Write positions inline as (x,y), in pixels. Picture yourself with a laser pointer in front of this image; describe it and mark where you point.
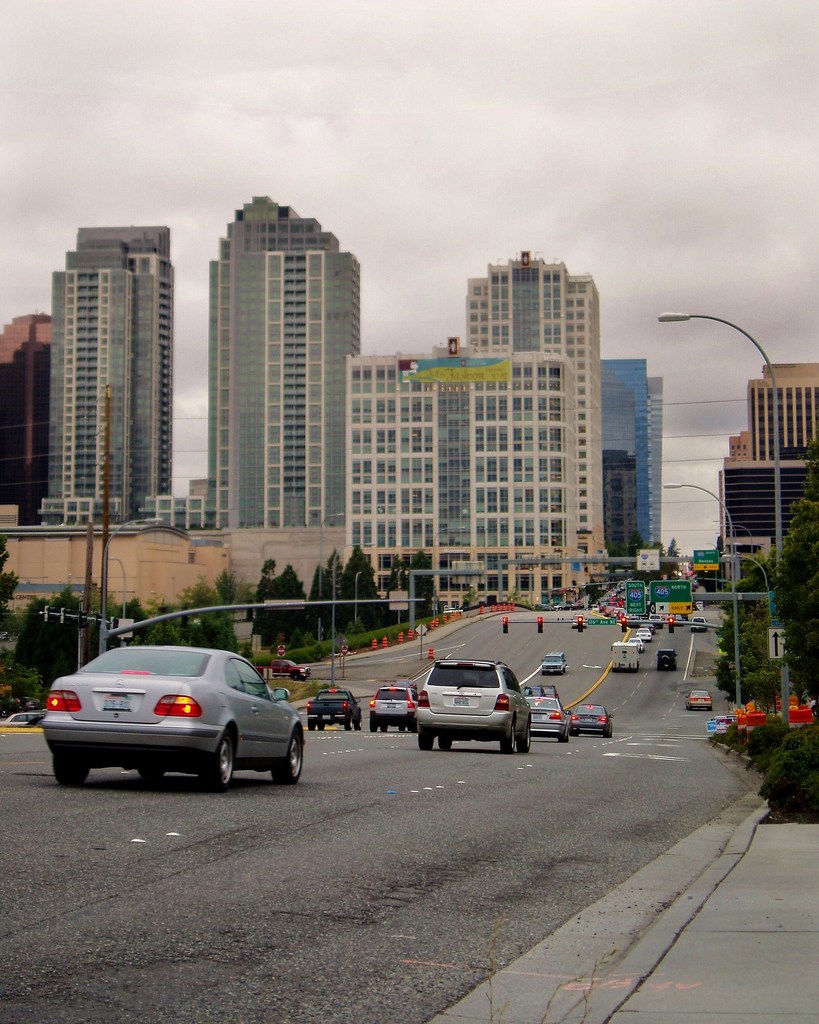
In the picture we can see many vehicles (702,702) on the road (130,962) and beside the road (536,927) we can see poles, trees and behind it, we can see many buildings (772,500) and tower buildings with many floors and opposite side, we can see some part of trees (787,805) and buildings (748,435), in the background (55,76) we can see the sky (386,230) with clouds (638,256).
